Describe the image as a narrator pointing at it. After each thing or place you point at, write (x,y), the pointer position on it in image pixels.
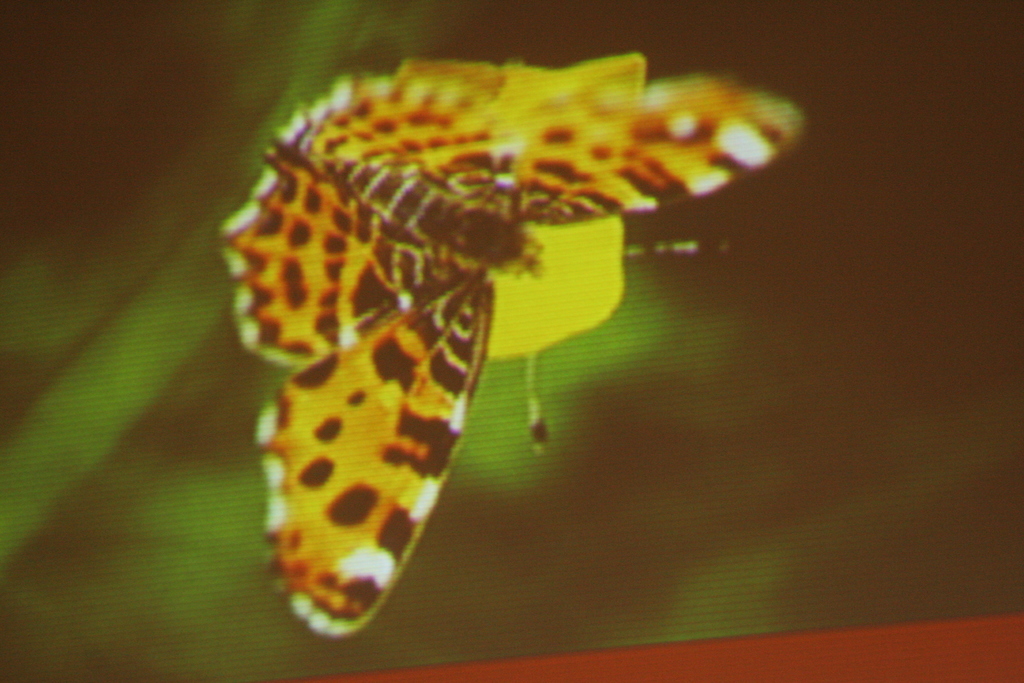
In this image, we can see a butterfly (454,329) on the blur background.
